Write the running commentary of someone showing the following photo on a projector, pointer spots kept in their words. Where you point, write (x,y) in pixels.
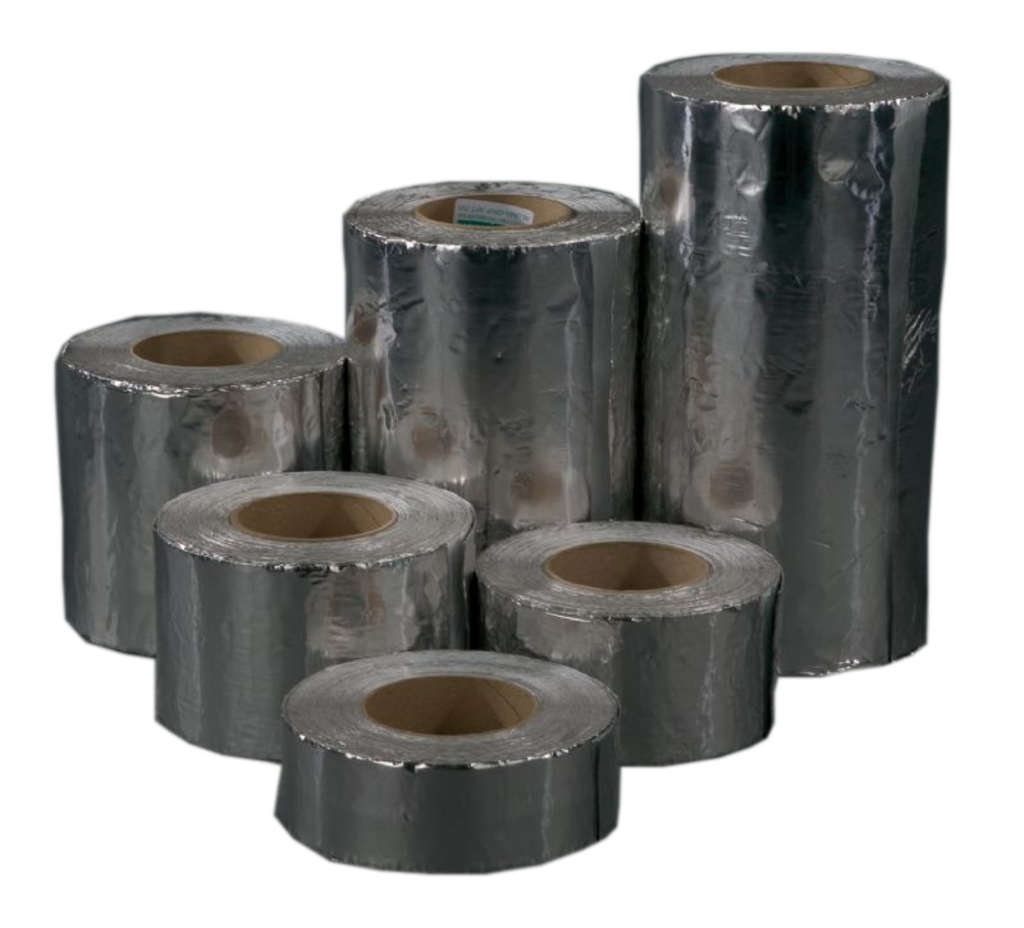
In this picture we can see plasters (652,740) and in the background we can see it is white color.
